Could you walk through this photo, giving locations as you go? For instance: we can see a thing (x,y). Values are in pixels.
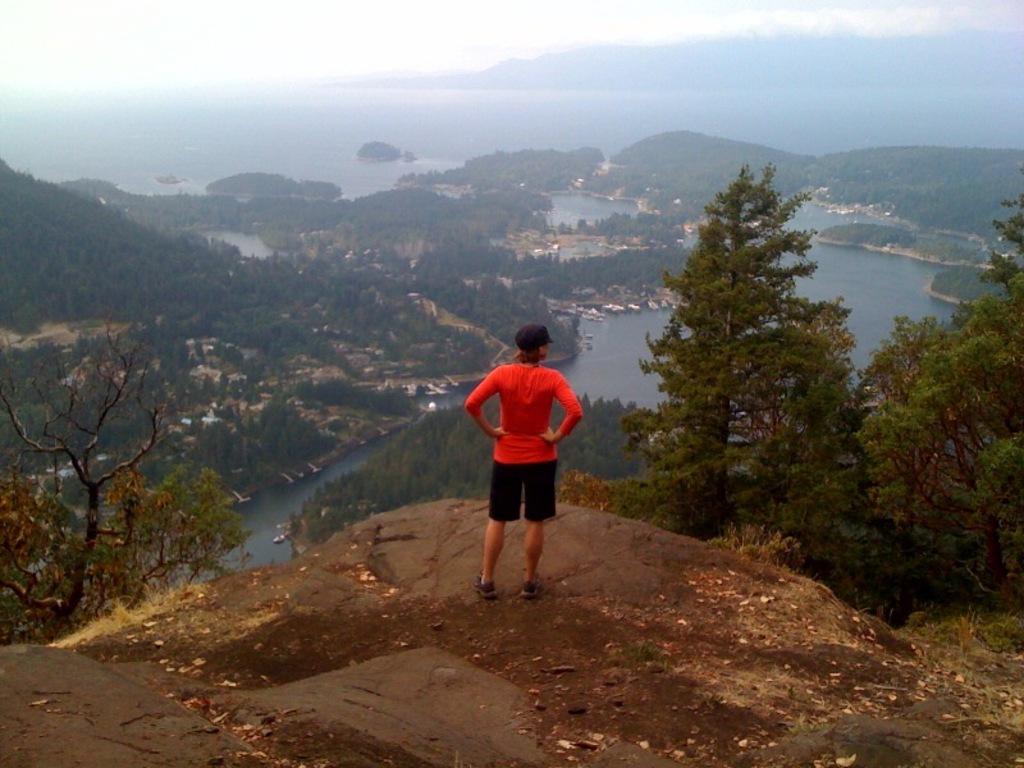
At the bottom of the image (448,585) I can see a person (516,468) wearing orange color t-shirt (519,424), black color short (528,474), cap (524,339) on the head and standing on a rock (459,711). In front of this rock (615,547) there are some trees (755,435). In the background (618,220), I can see some buildings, trees (243,433), sea (591,363) and also few boats (616,309). On the top of the image (332,59) I can see the sky (374,29).
